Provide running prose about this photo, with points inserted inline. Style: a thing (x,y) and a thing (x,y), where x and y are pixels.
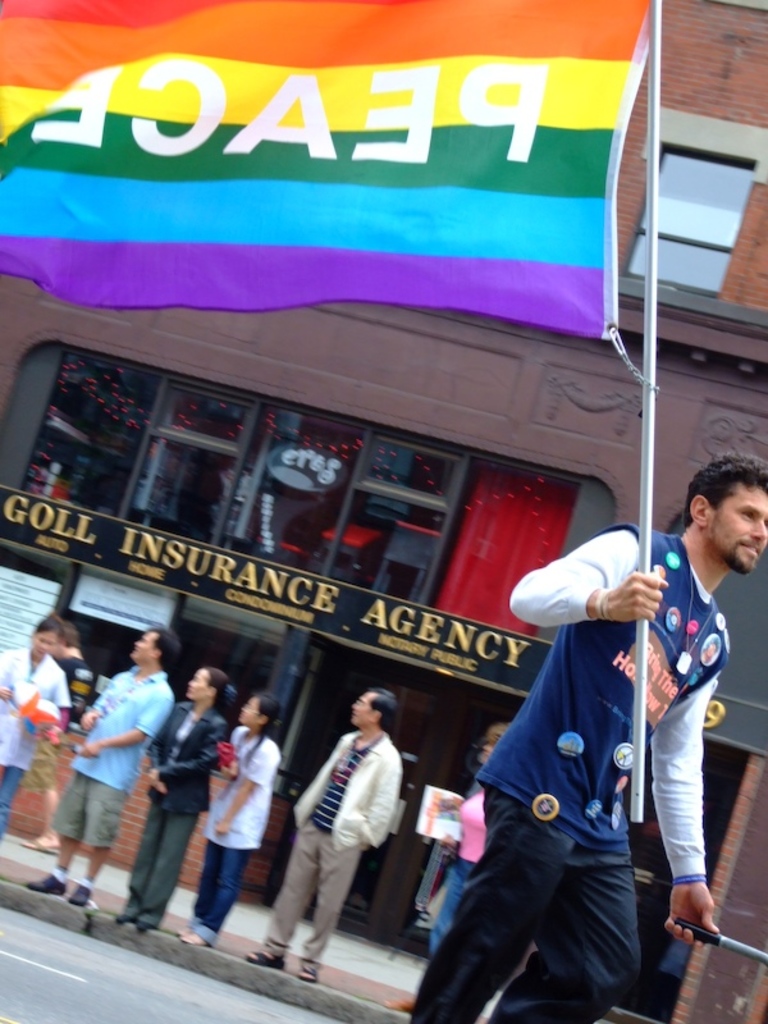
In the foreground of this picture (662,749), there is a man (628,615) holding a flag (159,39) and a stick (727,947) in both of his hands (680,931). In the background (65,719), there is a road (72,948), person's (200,782) standing on the side path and a building (218,539).
